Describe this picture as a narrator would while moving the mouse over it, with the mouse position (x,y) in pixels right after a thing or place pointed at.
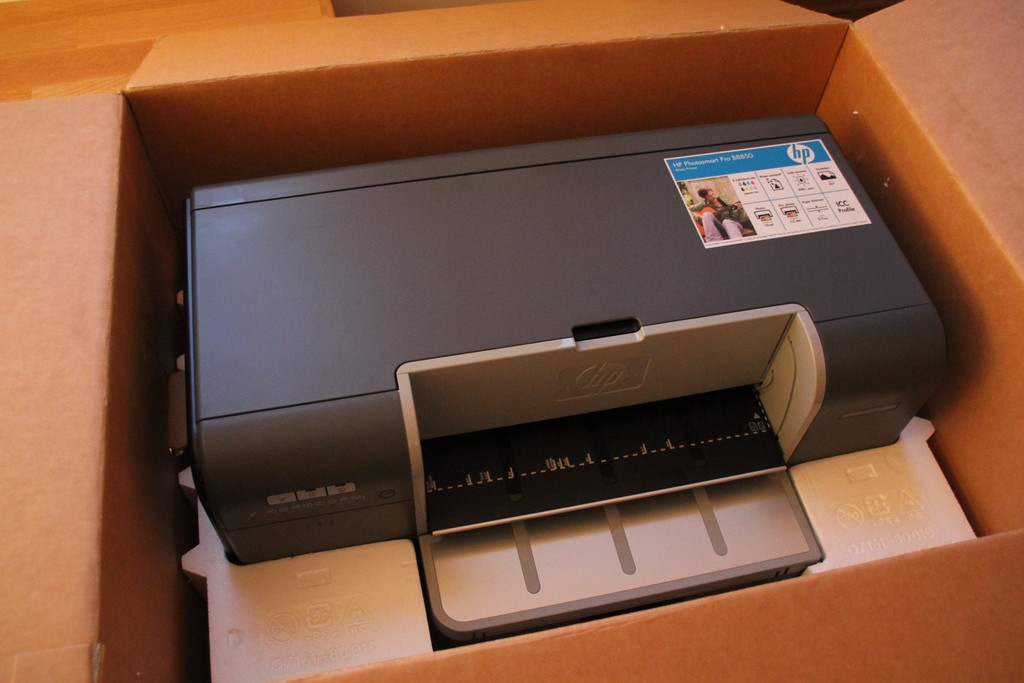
In this picture I can see the printing machine (436,448) which is kept on the carton box (316,100). At the bottom (241,601) I can see the thermocol (227,627).
